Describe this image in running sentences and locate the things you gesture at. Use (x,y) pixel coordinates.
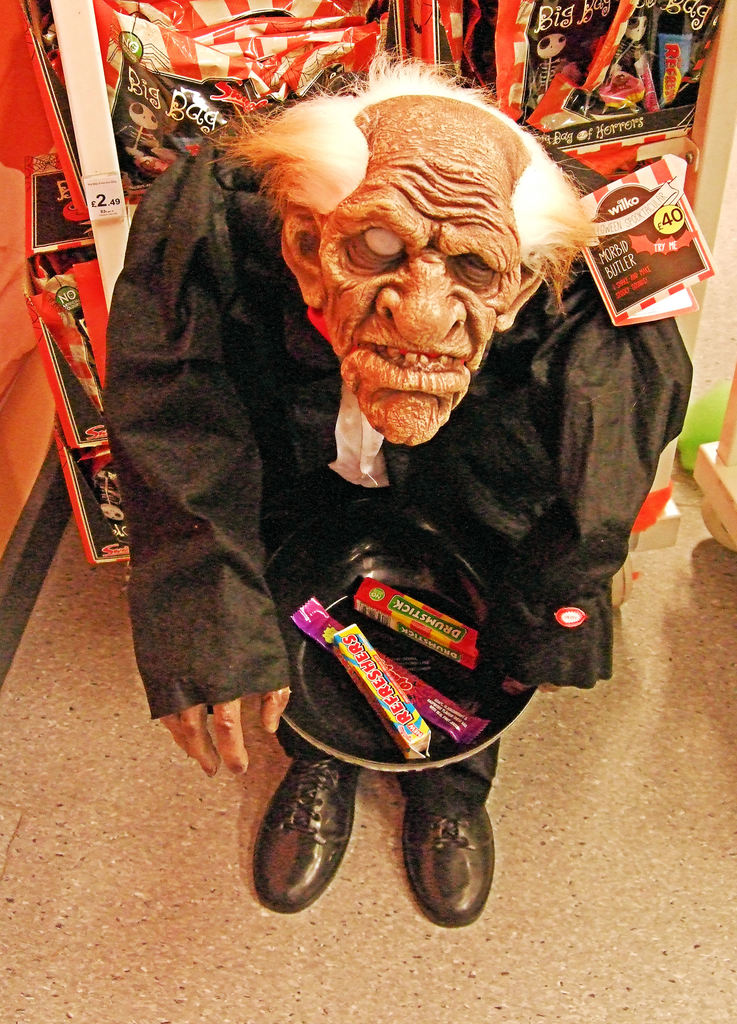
In this picture I can see a toy (325,140) of a person (456,777) standing and holding a plate (387,598) of items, and in the background (620,114) there are some objects (609,52).
